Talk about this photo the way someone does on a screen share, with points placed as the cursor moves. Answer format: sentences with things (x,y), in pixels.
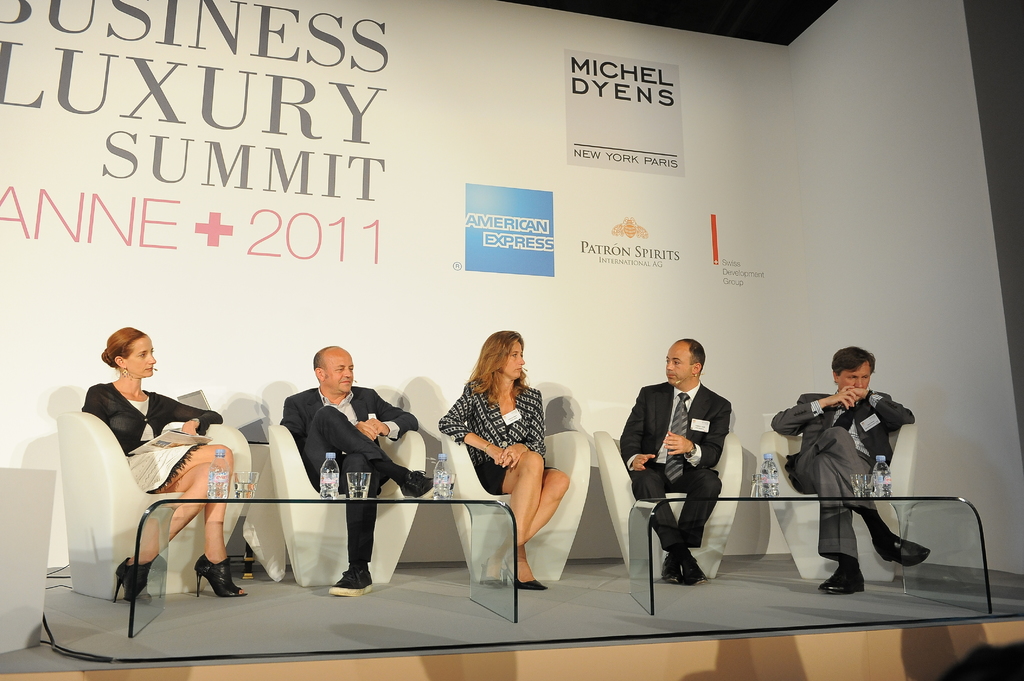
Here in this picture we can see a group of people (169,419) sitting on chairs (470,476) with tables (277,500) in front of them having bottles (332,461) and glasses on it over there and behind them we can see a banner (436,427) present over there.
